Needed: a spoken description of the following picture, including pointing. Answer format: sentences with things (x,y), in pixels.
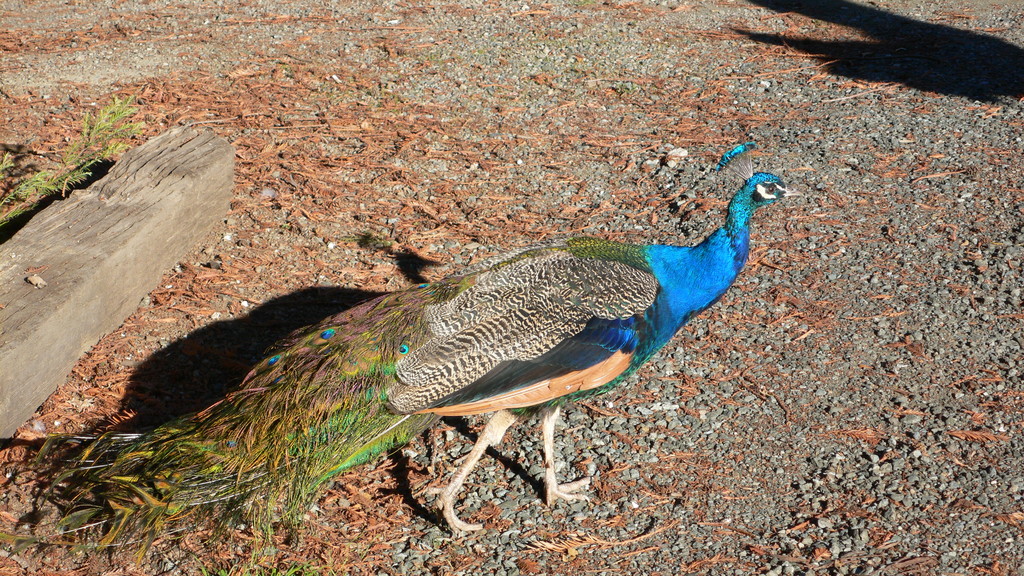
In this image I can see a peacock (472,344) in the front (423,303). On the left side of this image (193,233) I can see a wooden thing (167,177) and grass (78,176). On the top right corner of this image (957,49) I can see a shadow (895,31) and I can also see stones (775,300) on the ground (572,177).
